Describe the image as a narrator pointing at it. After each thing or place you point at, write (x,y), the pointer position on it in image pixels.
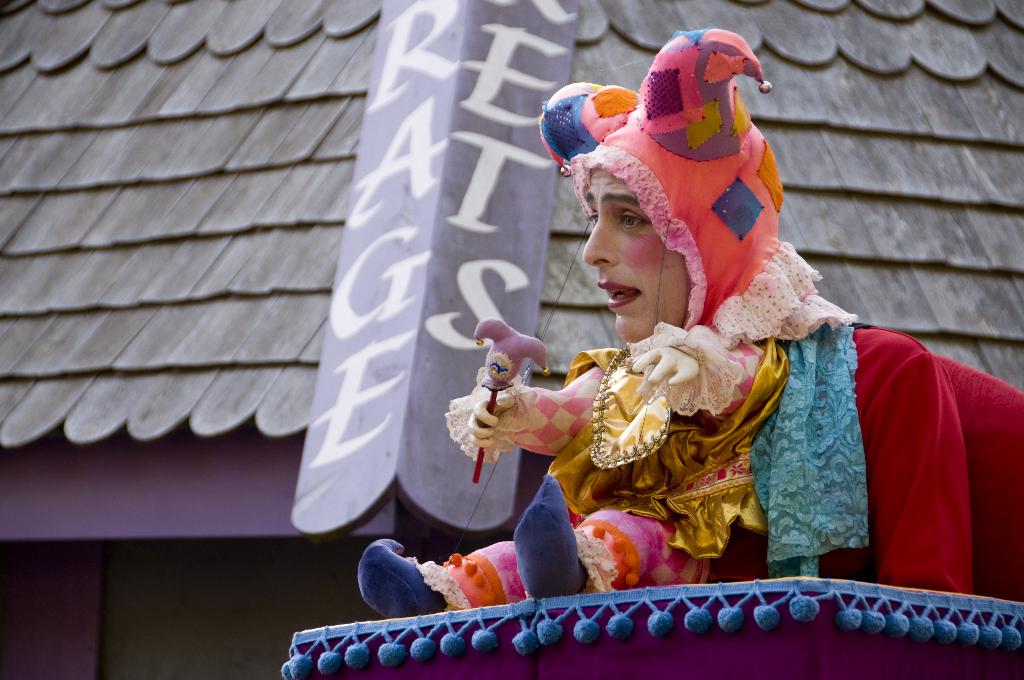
In this image, we can see a person (730,356) wearing costume (705,311) and in the background (224,177), there is a shed (330,198) and we can see some text (368,282) written.
